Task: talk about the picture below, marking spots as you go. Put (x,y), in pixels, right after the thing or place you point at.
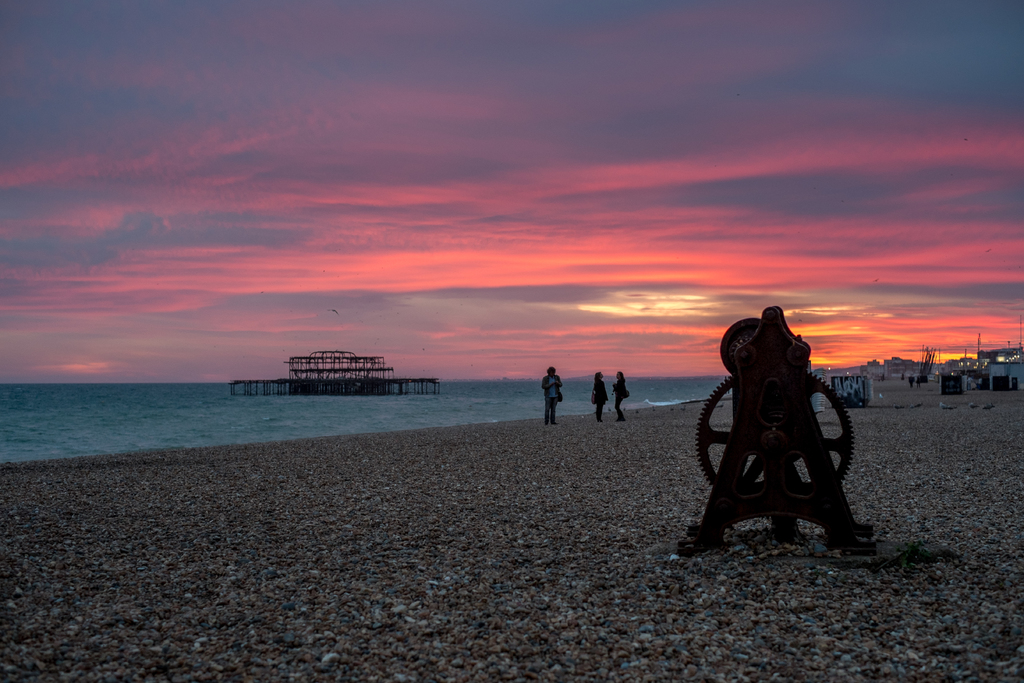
This picture is clicked outside. On the right (814,461) we can see the gravel (593,468) and a metal object (746,480) is placed on the ground (626,439). In the center (627,396) we can see the group of people (598,380) seems to be wearing sling bags (595,401) and standing on the ground (614,432). In the background (515,44) we can see the sky (194,214) and we can see the birds like objects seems to be flying in the sky (343,275). In the center (364,378) there is an object (355,374) which seems to be the bridge (308,379) in the water body (308,414). On the right (1021,348) we can see the buildings (964,364), people like objects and many other objects (867,385).
